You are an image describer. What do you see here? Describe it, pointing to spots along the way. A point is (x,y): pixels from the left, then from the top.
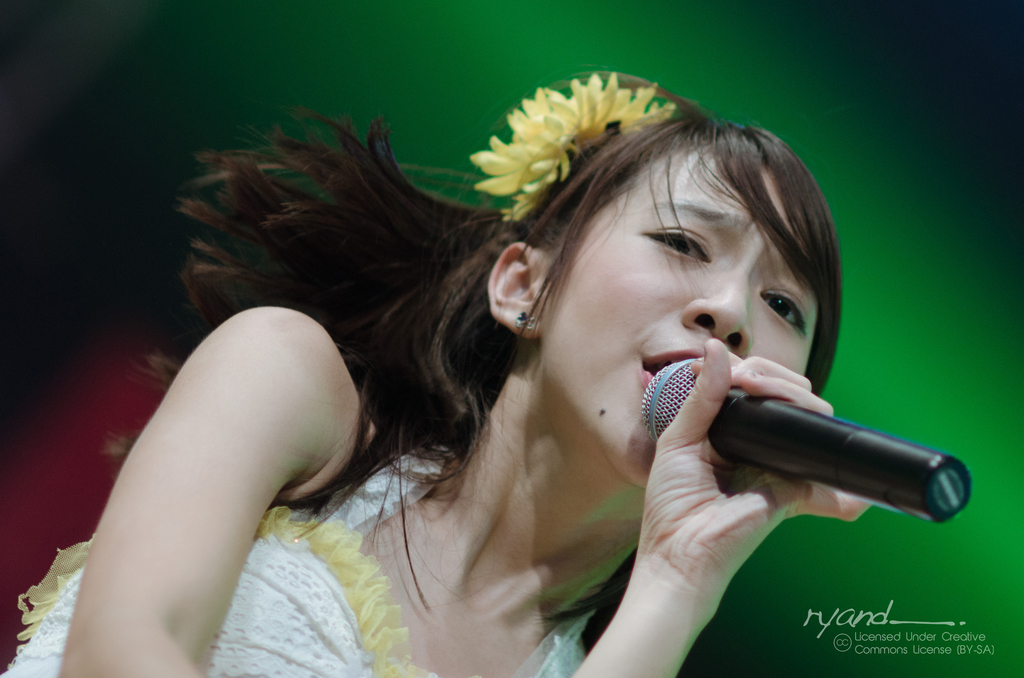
This is the woman (520,484) holding mike (732,396) and singing a song. She wore white dress (293,584). This is a yellow flower (519,111) on her head (592,188). Background (445,68) is green in color.
